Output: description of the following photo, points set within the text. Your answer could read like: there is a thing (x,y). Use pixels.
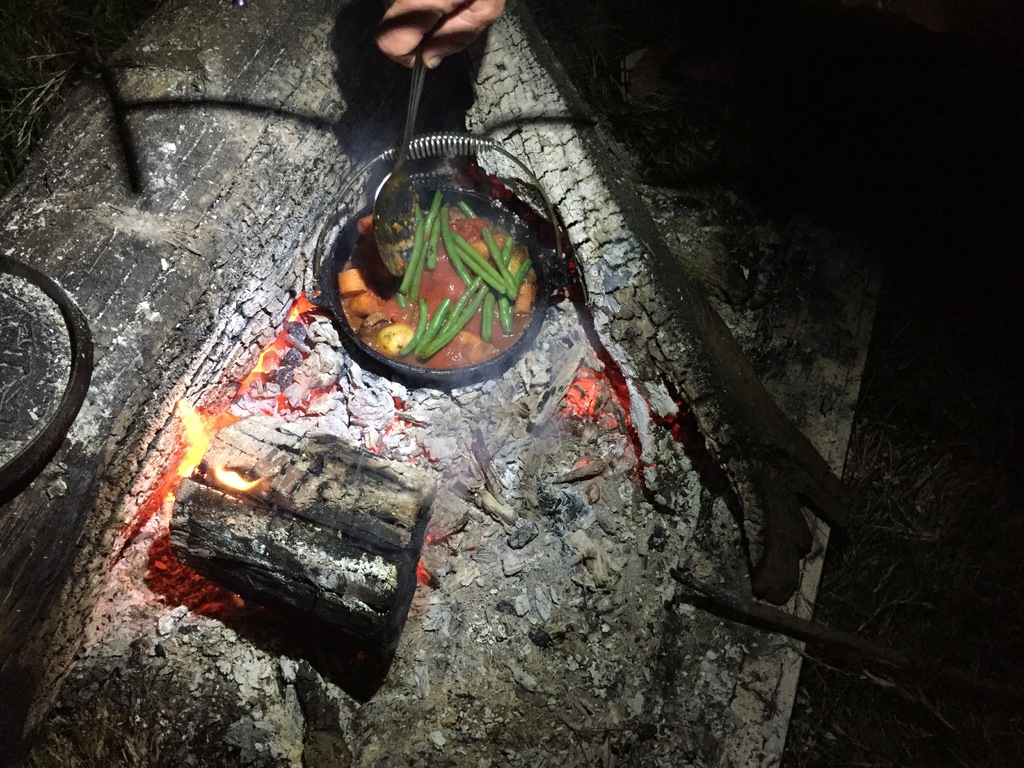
In this image I see the wood (675,439), fire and I see a black pan (550,281) on which there is food (459,286) and I see person's hand (446,45) over here who is holding a spoon (405,144) and I see that it is a bit dark over here.
